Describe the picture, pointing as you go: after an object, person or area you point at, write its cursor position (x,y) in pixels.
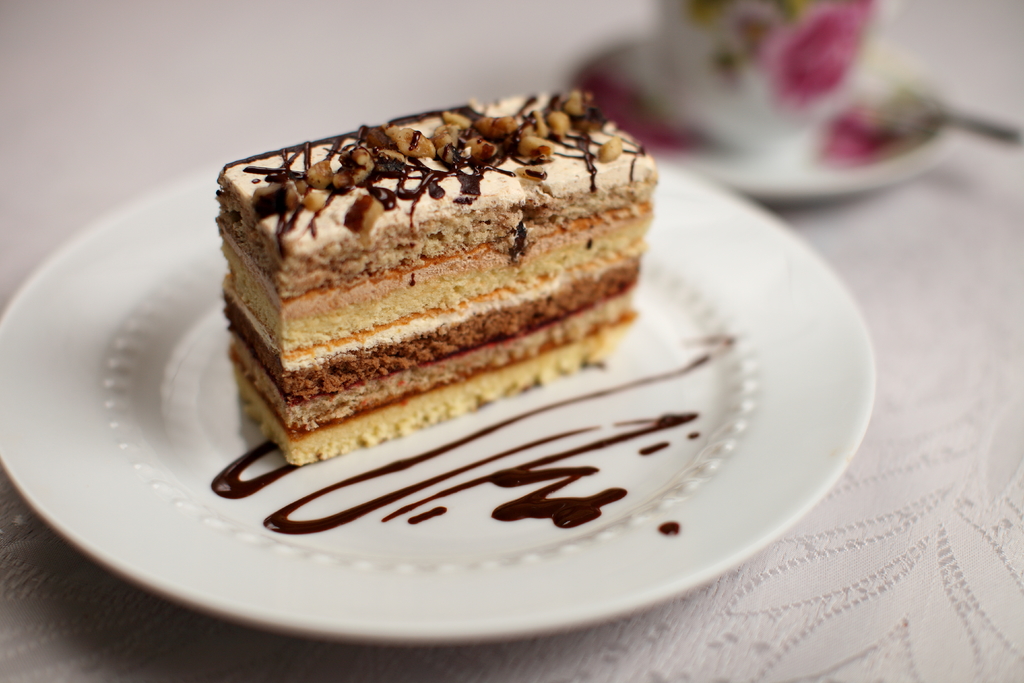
In this picture there is chocolate pastry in a white plate (678,378). Beside there is a colorful teacup (747,121) which is placed on the wooden table (955,628) which is covered with white net cloth (691,643).
